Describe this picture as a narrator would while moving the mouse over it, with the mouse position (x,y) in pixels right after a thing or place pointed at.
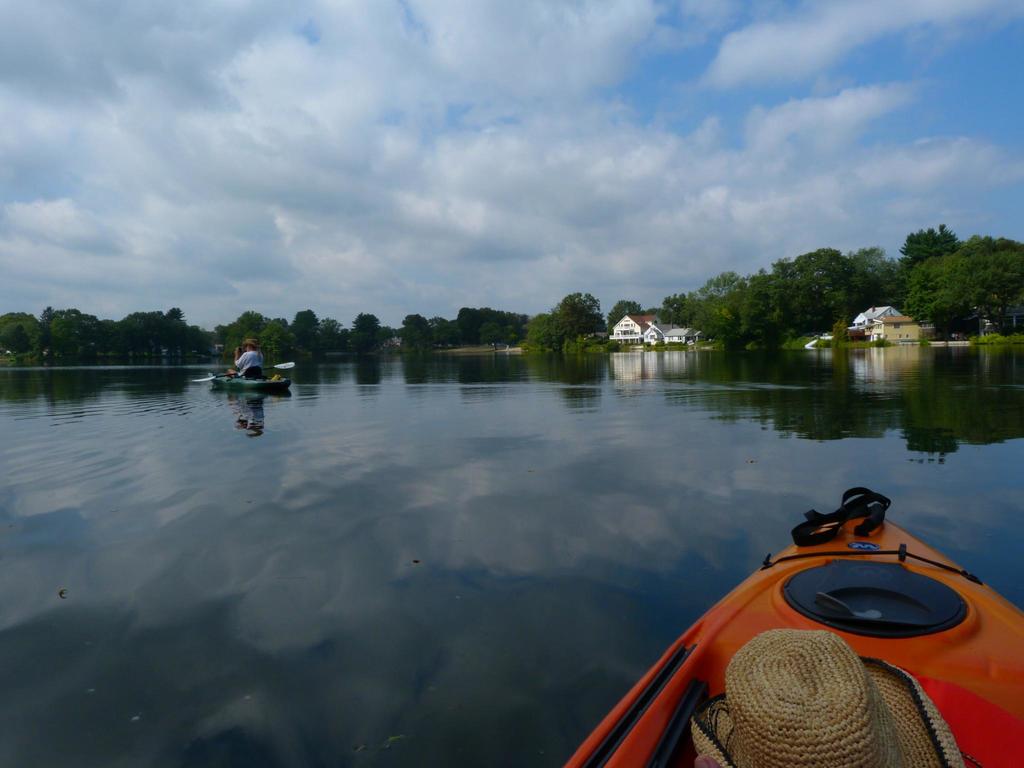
In this picture we can see two boats (235,382) on the water (432,664) with a hat (807,712) and a person (259,365) with a paddle (280,367) and their hands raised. In the background (270,351) we can see buildings (891,327), trees (439,330) and the sky (559,204) with clouds (522,215).
